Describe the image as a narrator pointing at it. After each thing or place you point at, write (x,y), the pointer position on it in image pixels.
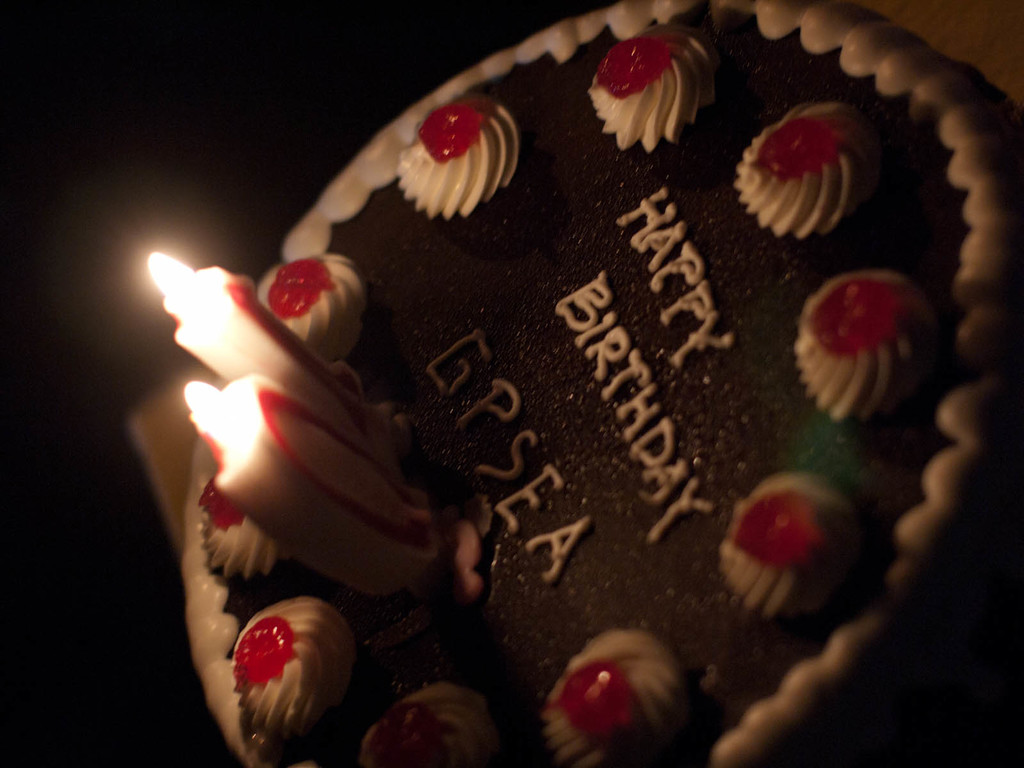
In this picture we can see candles (251,323) on the cake (700,472).
